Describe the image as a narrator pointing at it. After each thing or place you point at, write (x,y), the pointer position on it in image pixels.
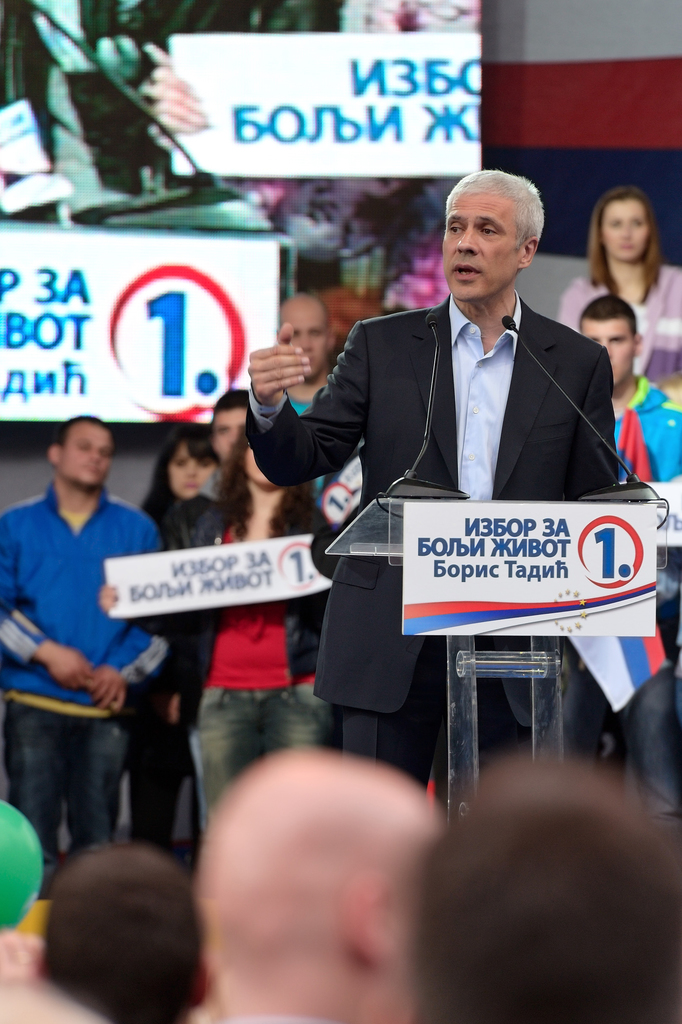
This image consists of many people (438,478). In the middle (438,486). we can see a man (443,469) wearing a black suit (361,671) is talking in a mic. He is standing near the podium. In the background (29,539), there is a crowd (170,538) standing and holding the placards (175,586). On the left (210,94), we can see a screen (258,143). On the right (587,124), there is a wall (547,237).
